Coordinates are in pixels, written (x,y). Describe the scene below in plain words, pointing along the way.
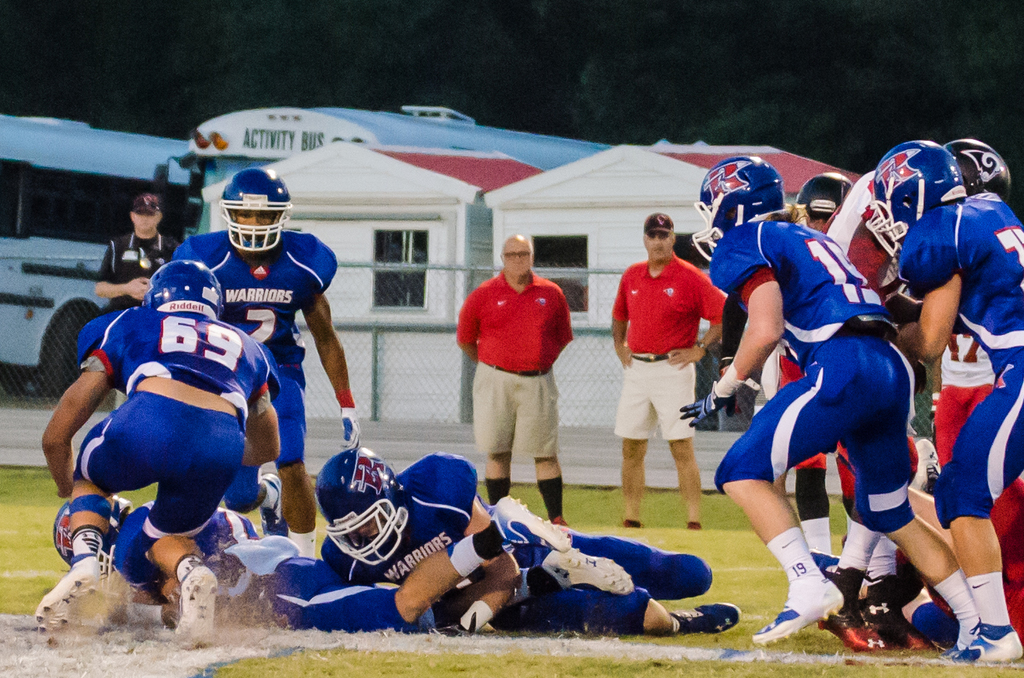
In this picture we can see a group of people (664,422) on the ground (607,431) and in the background (573,378) we can see a fence (457,406), vehicles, sheds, trees (891,33).
